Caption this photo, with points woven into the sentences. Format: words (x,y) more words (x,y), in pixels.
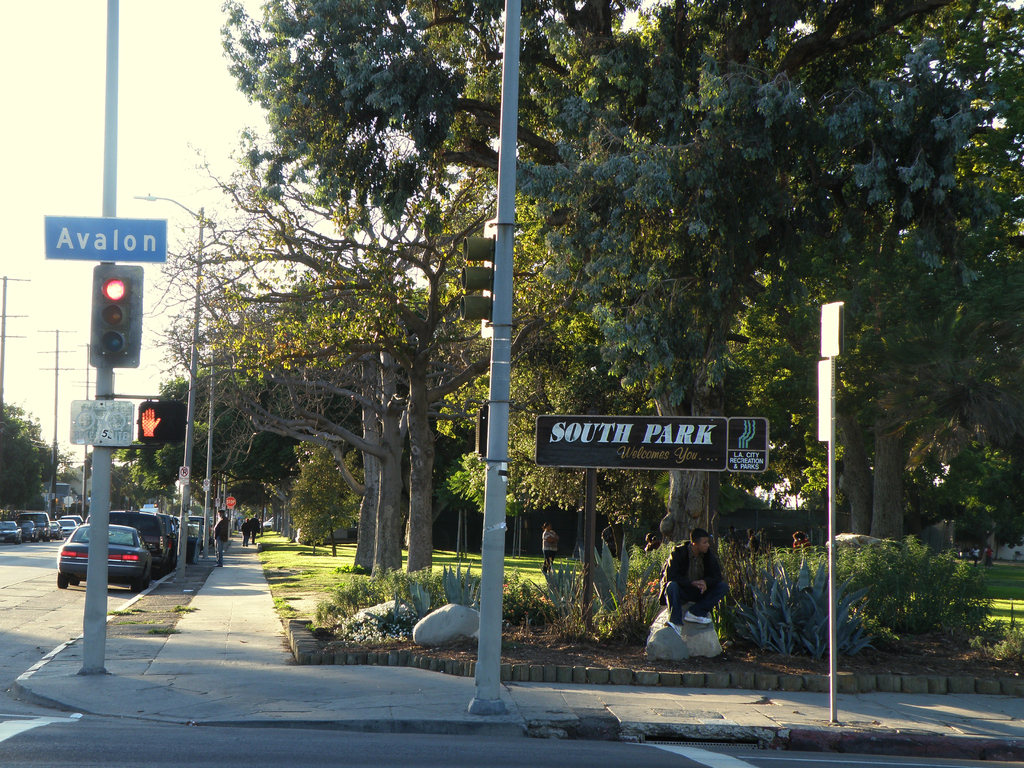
To the left side of the image (31,611) road (19,586) is there and cars (20,536) are parked on the road (31,543). To the both sides of the road (29,566) poles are there. In the middle of the image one pole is there. Behind the pole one board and trees (535,333) are there. At the bottom of the image (802,640) plants (804,621) are there and one man (685,563) is sitting on the rock (680,645).
